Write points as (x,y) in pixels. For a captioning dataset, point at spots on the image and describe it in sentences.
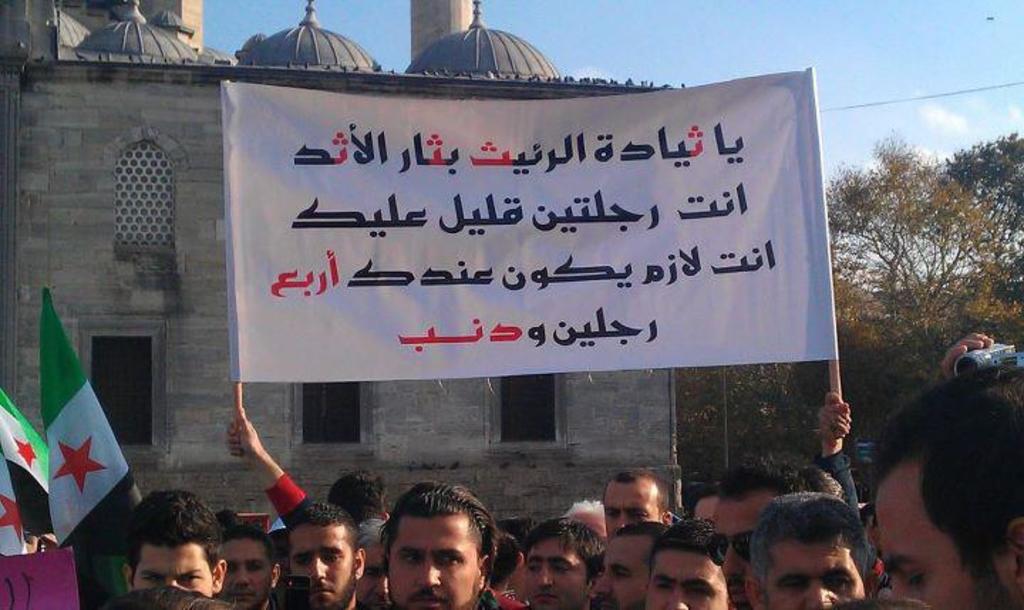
In this picture we can see a group of people (761,555), banner (264,333), flags (83,502), camera (981,364), trees (899,337), building (635,391) with windows (130,385) and in the background (616,6) we can see the sky (852,137) with clouds (958,129).
